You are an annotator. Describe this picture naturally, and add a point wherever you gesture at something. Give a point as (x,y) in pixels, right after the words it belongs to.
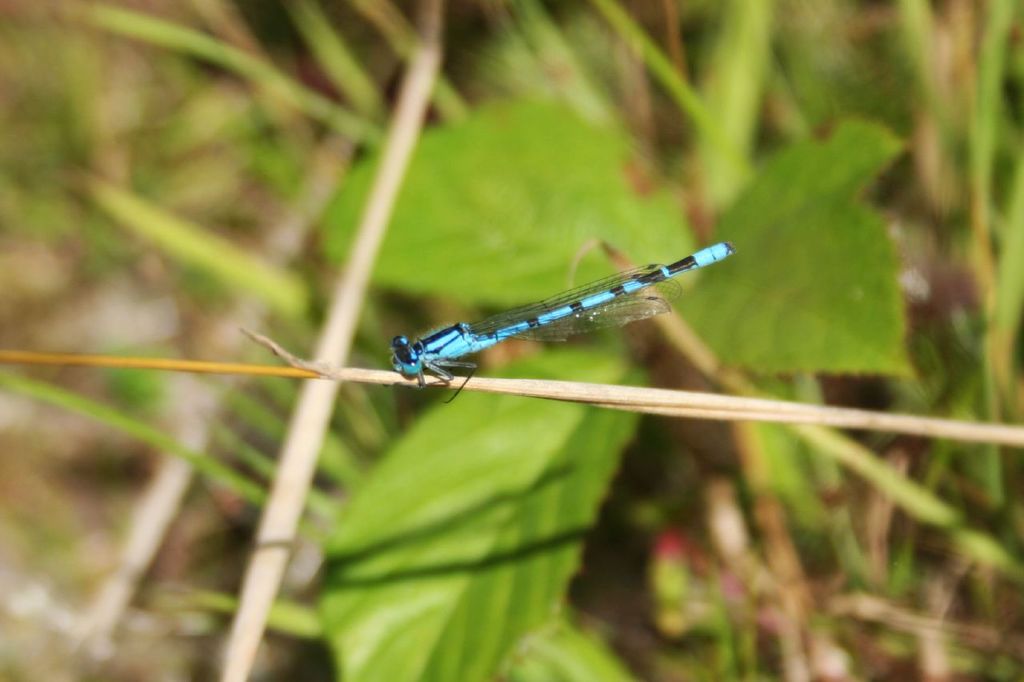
In this image we can see an insect (596,314) on the plant stem (527,388). In the background (405,502) we can see the leaves (494,126).
